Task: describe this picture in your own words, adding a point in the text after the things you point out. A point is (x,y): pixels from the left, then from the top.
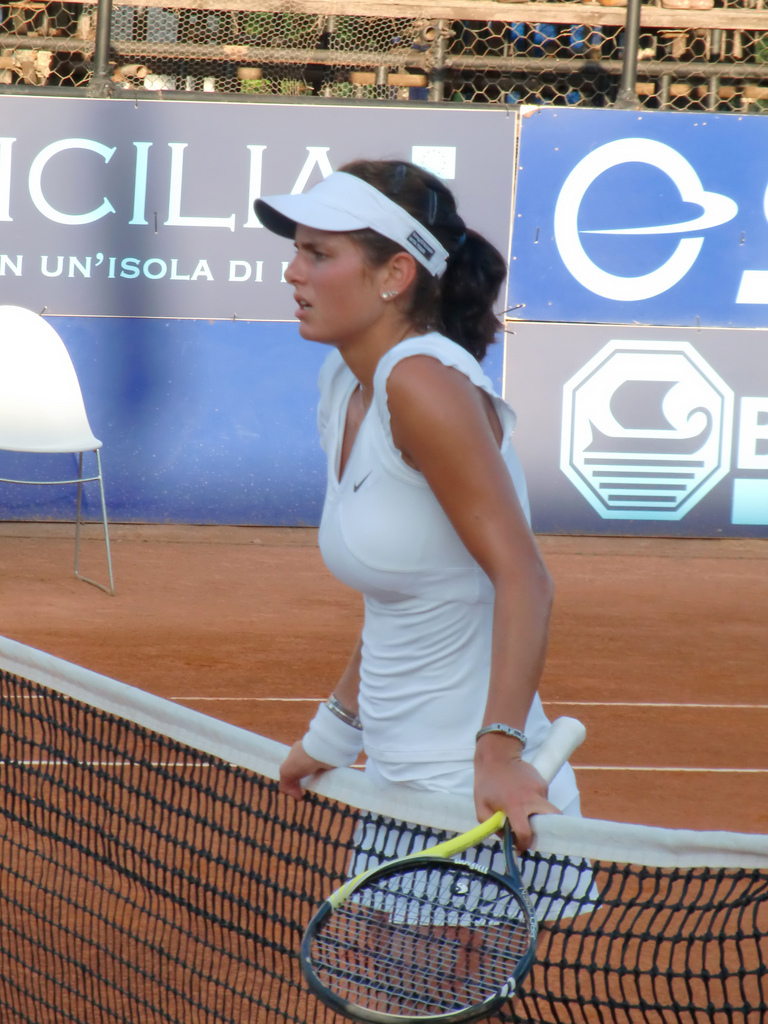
On the background (221,210) we can see hoardings (110,458) and a chair (92,437) near to it. Here we can see a women (488,415) standing near to the net (230,847) and she is holding a tennis racket (436,926) in her hand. She wore a wristband (313,737) to her hand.
